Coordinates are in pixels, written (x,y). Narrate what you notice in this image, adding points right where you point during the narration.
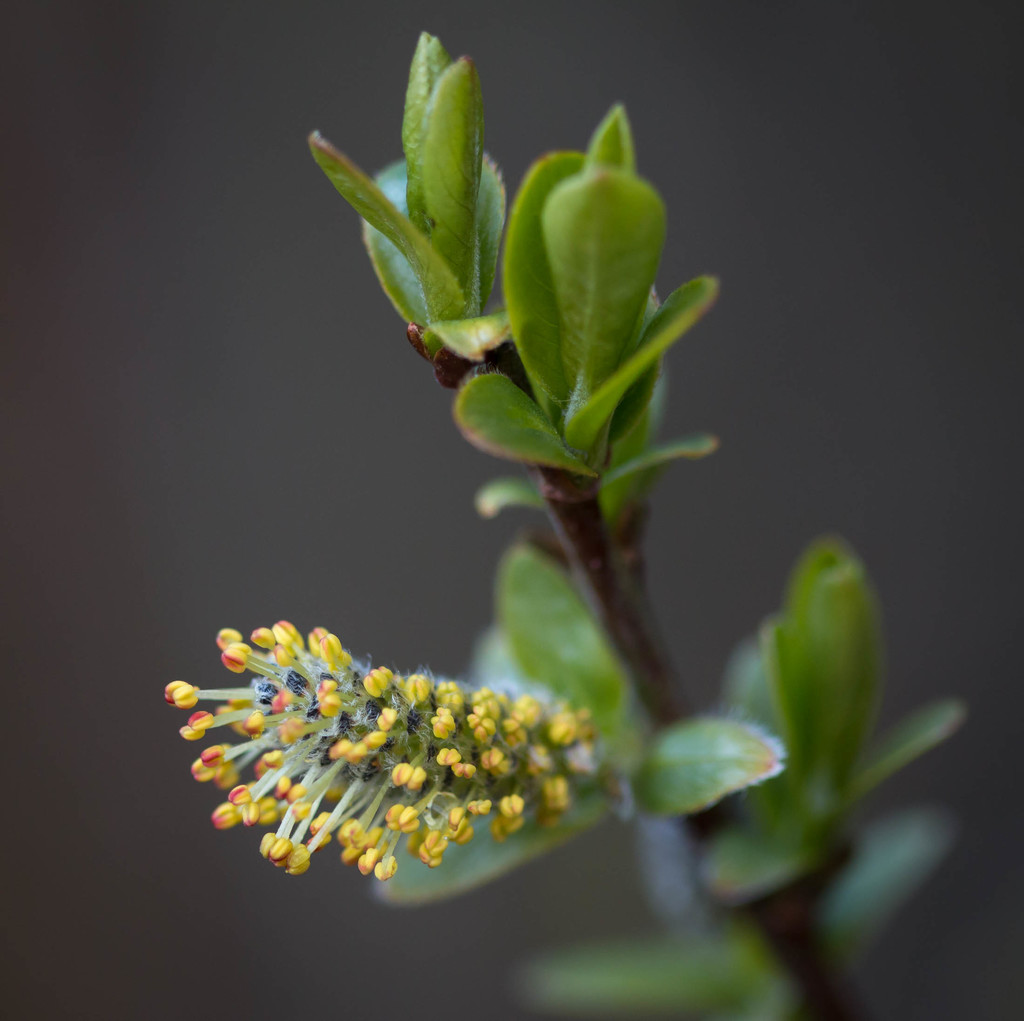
On the left side (252,713) these are the buds (351,749) which are in yellow color. On the right side (852,582) these are the leaves (548,173) of a plant (672,689).
